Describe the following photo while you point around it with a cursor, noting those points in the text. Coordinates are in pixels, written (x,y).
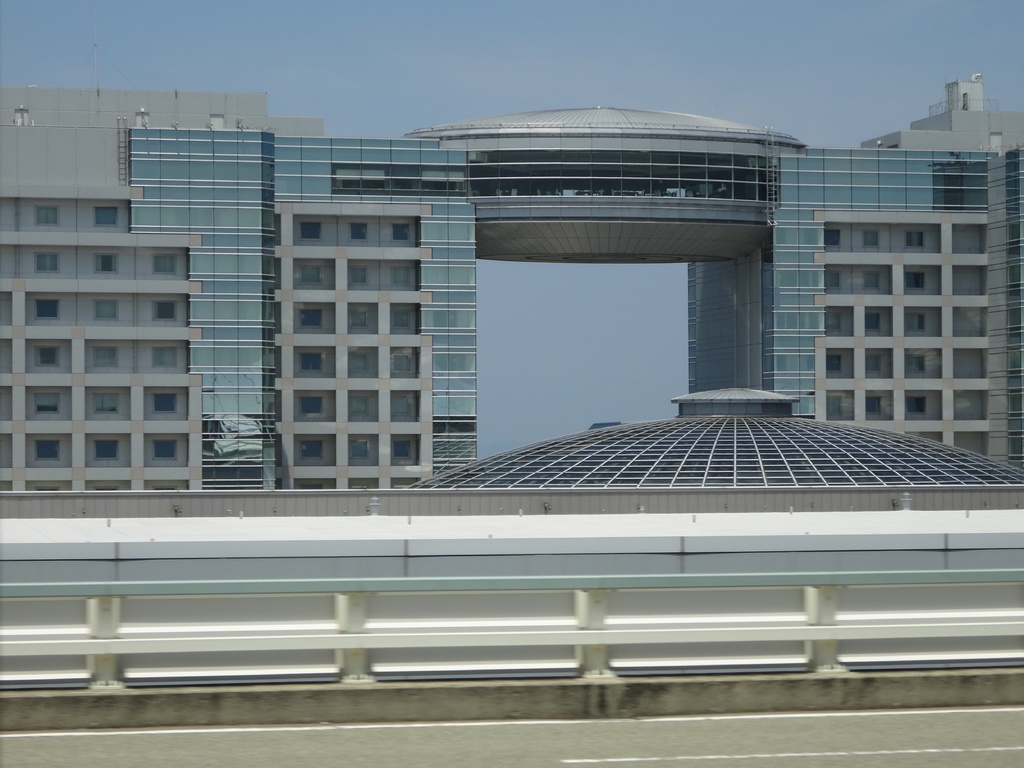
In this image there is a road (604,743) at the bottom (647,747). Beside the road (641,733) there is fence (583,607). In the background (157,322) there are tall buildings (253,272) with the glasses (210,241). At the top (631,21) there is the sky (440,55).
